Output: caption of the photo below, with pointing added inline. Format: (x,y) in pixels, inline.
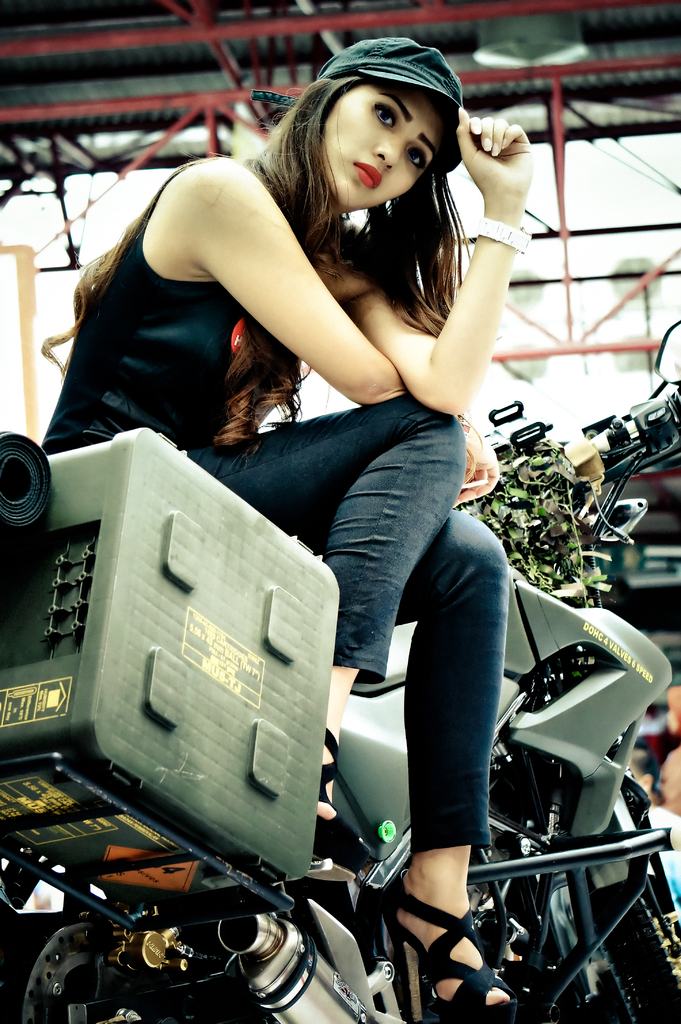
this picture shows a woman (223,394) seated on the motorcycle (24,668) and she wore a cap (365,63) on her head (407,168).
